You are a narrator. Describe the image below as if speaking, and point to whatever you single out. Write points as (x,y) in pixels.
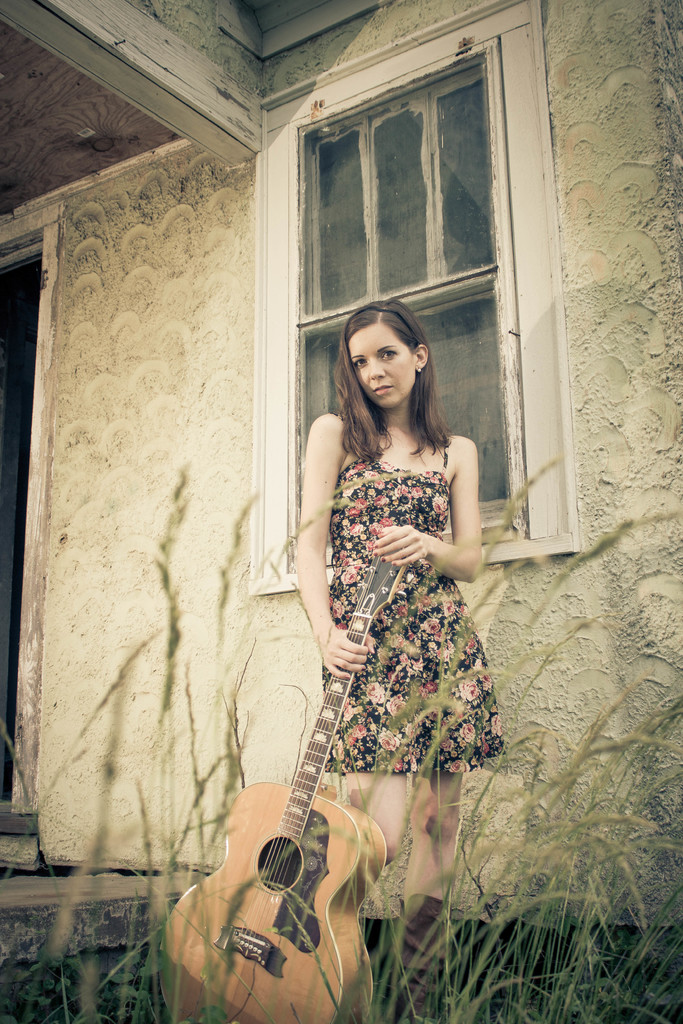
In this picture there is a woman (412,621) standing and holding the guitar (302,789). At the front (574,936) there is a grass (574,924). At the back (148,430) there is a building (117,357), at the left side (11,378) there is a door (15,295) and there is a window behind the woman (390,548).
